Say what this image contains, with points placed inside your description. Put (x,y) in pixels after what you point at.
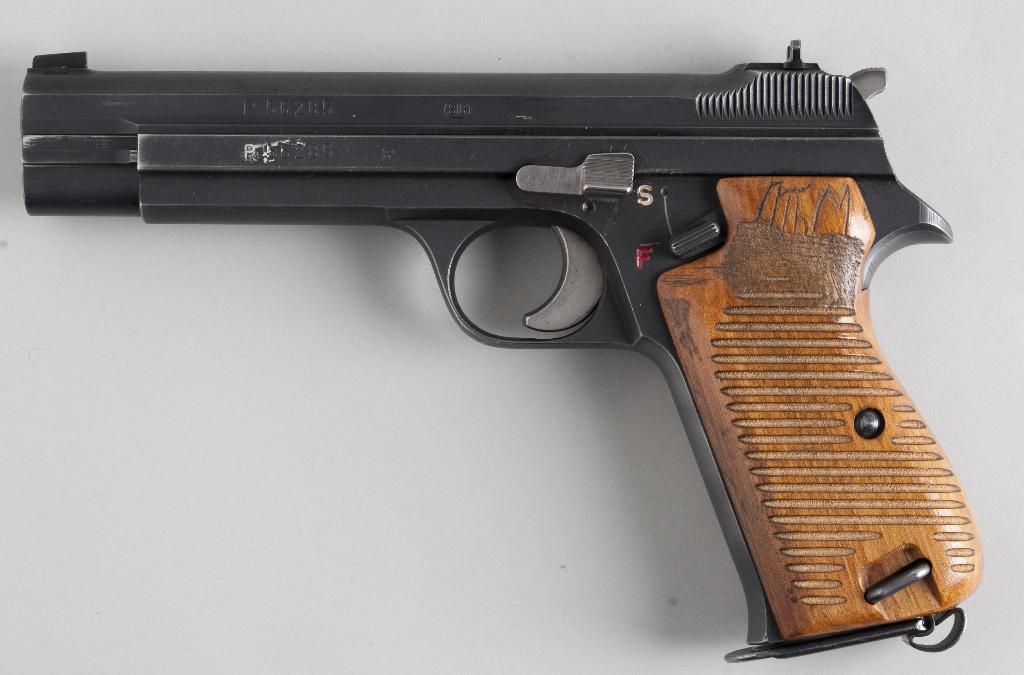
In the picture we can see a gun (810,546) which is black in color and some part of handle (981,569) is brown in color, and it is placed on the white color surface (916,360).
